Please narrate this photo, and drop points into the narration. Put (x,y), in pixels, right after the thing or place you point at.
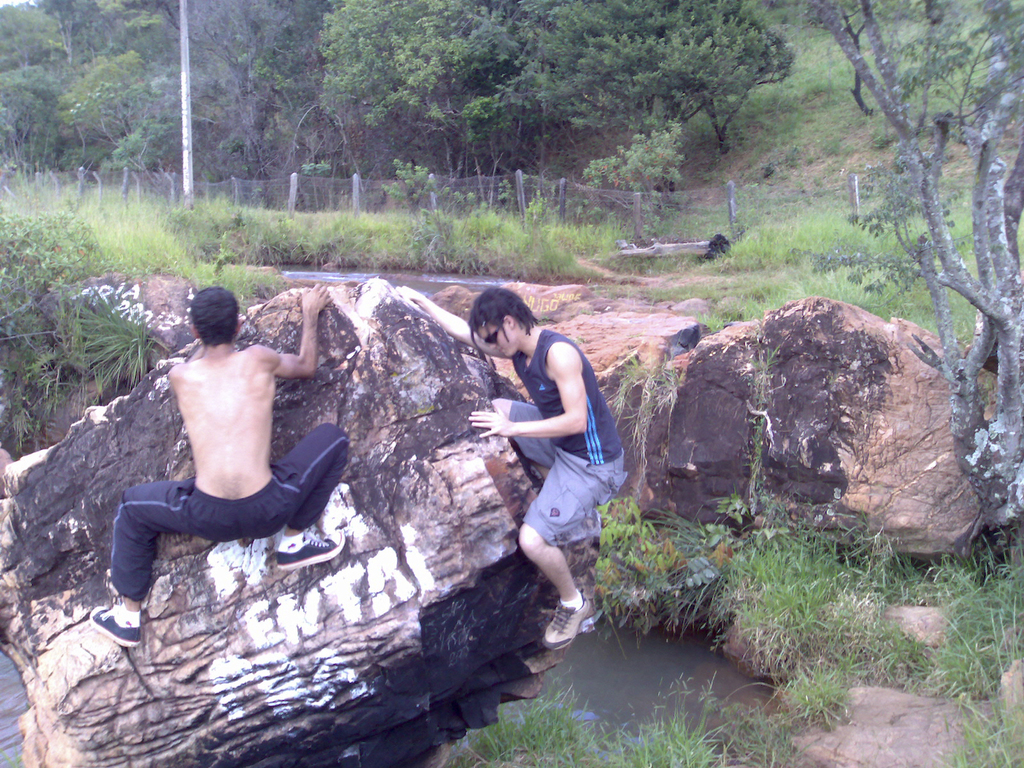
In this image I can see two people (543,428) holding a rock (378,485). I can see water (637,664), green grass (490,216), trees (889,84), pole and fencing (370,189).
